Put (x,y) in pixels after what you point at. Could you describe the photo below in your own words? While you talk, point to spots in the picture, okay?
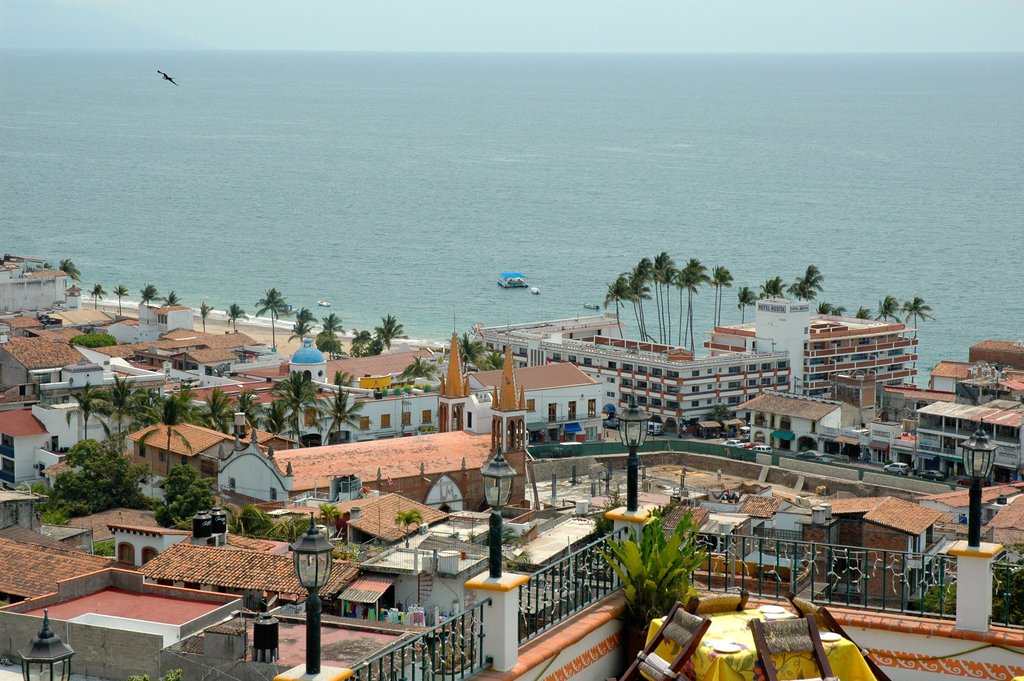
In this image, we can see so many buildings (1011,366), houses (15,571), trees (1019,587), plants (651,581), railings (459,651), poles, lights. Background (566,242) we can see the sea (568,225), boats (522,283), bird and sky (469,35).
